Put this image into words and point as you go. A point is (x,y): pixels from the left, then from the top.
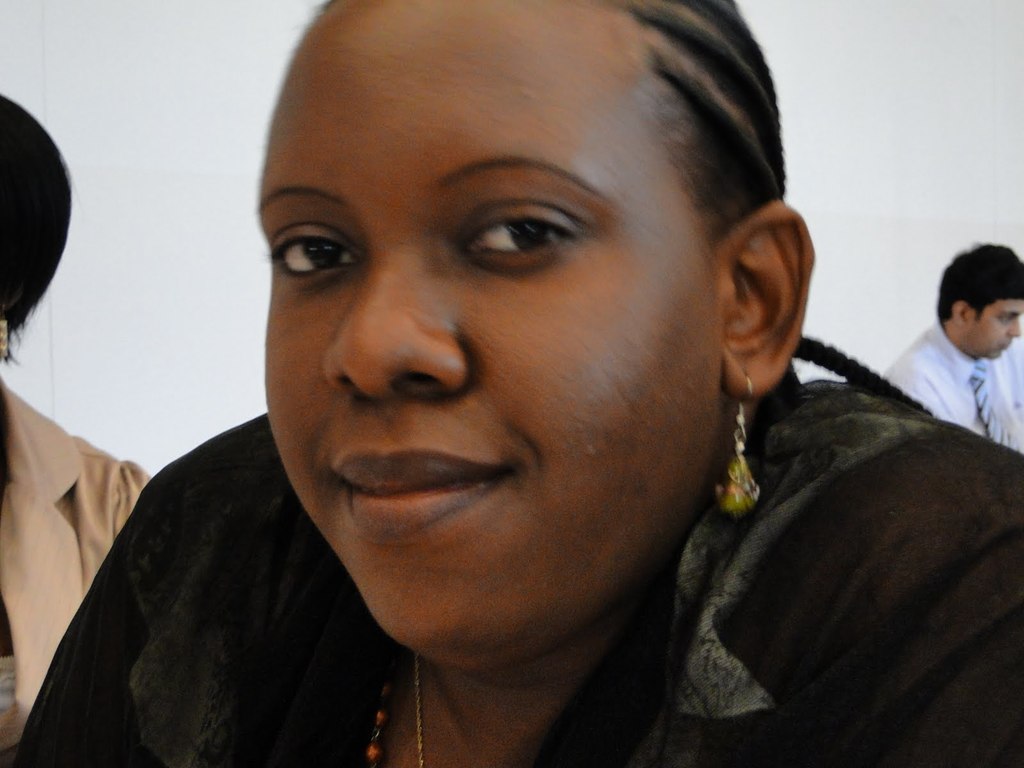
In this picture we can see a woman (335,394) smiling. In the background (48,459) we can see a blazer (57,469), man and the wall (151,183).
